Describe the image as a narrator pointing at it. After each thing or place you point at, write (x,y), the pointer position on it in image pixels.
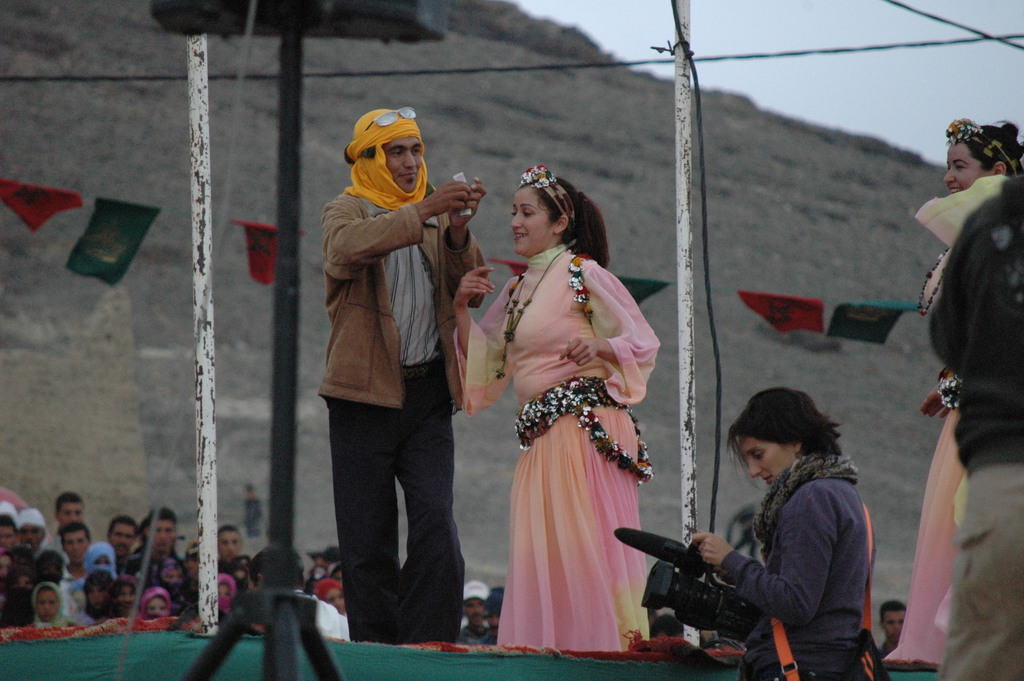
This image is taken outdoors. At the top of the image (766,34) there is the sky (823,65). In the background (164,122) there is a hill (808,258). At the bottom of the image (250,664) there is a dais (455,671) with a cloth (448,658) on it. Many people (63,556) are standing on the ground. In the middle of the image (561,291) a man (435,264) and woman (595,562) are standing on the dais (357,653) and there are a few poles (198,275) and there are a few flags (795,315). On the right side of the image (970,161) a woman (952,412) and a man (981,631) are standing and a person (787,564) is holding a camera (698,587) in hands (710,555).
